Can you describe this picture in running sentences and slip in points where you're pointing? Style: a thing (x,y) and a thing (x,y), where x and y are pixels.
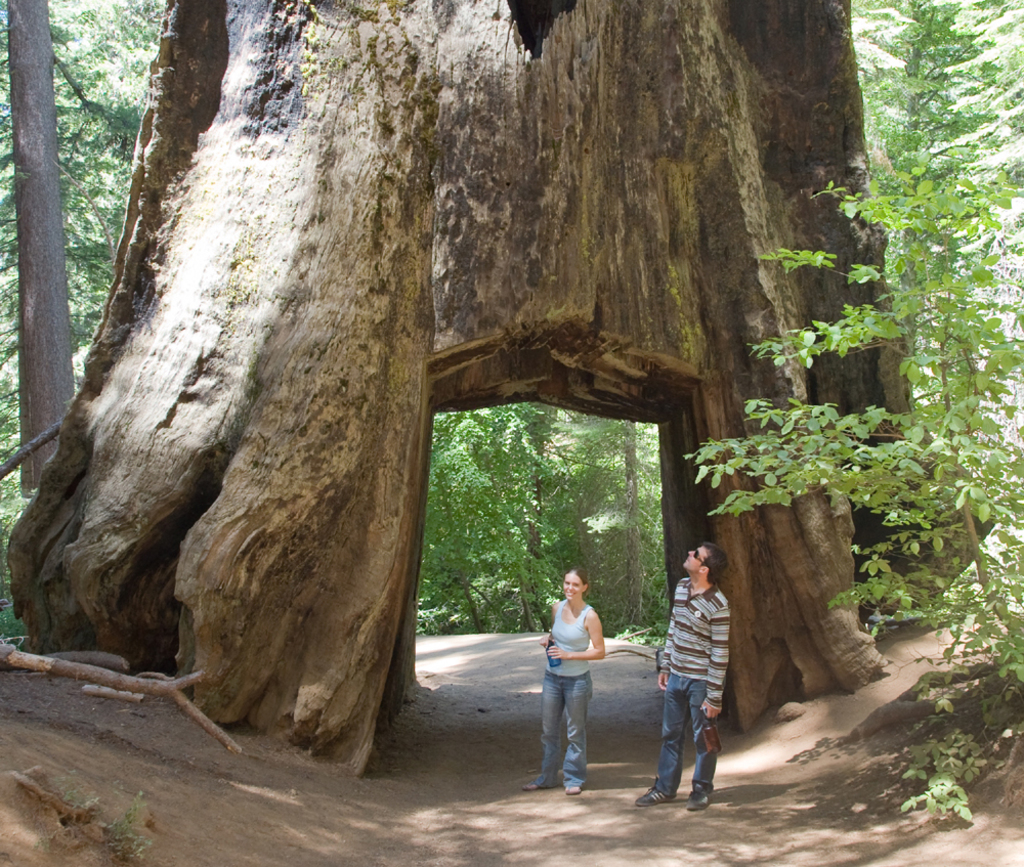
In this picture there are two people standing and we can see trees (275,238) and path (539,691).
